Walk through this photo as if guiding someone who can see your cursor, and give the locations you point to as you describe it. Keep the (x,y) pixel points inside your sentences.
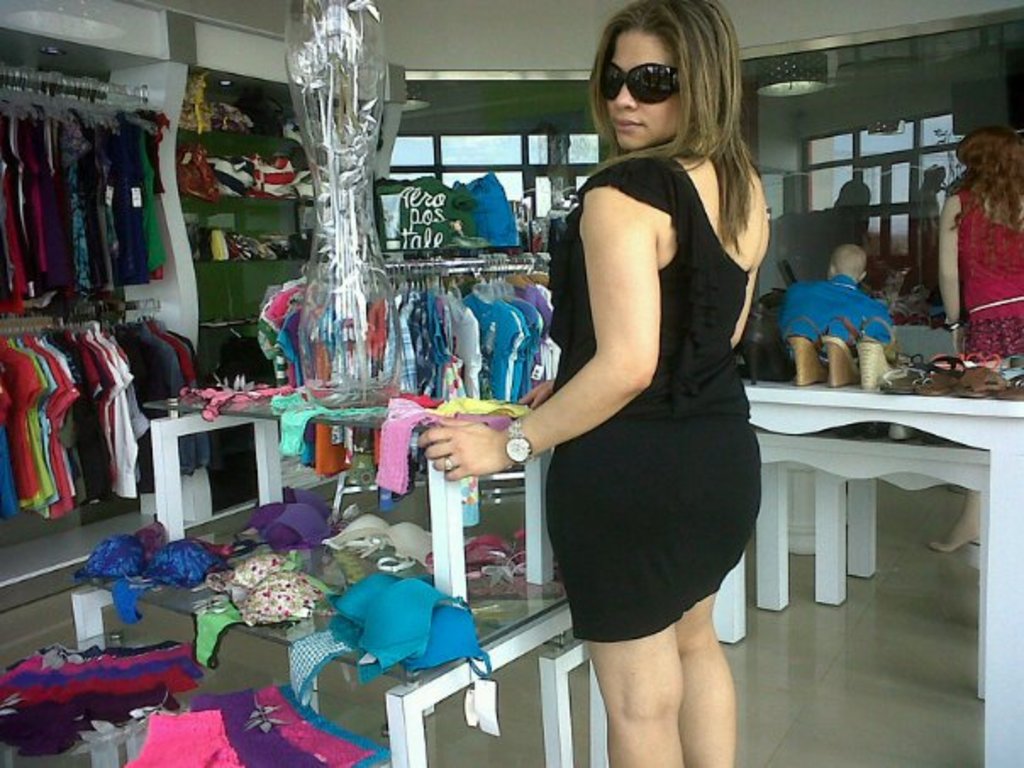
In this image we can see a lady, there are two mannequins (840,287), there are clothes (386,538) and footwear (879,387) on the tables (829,400), there are some other clothes (104,287) hung to poles (48,318), some clothes (132,277) are on the racks (89,321), also we can see windows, lights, and the wall (587,27).
